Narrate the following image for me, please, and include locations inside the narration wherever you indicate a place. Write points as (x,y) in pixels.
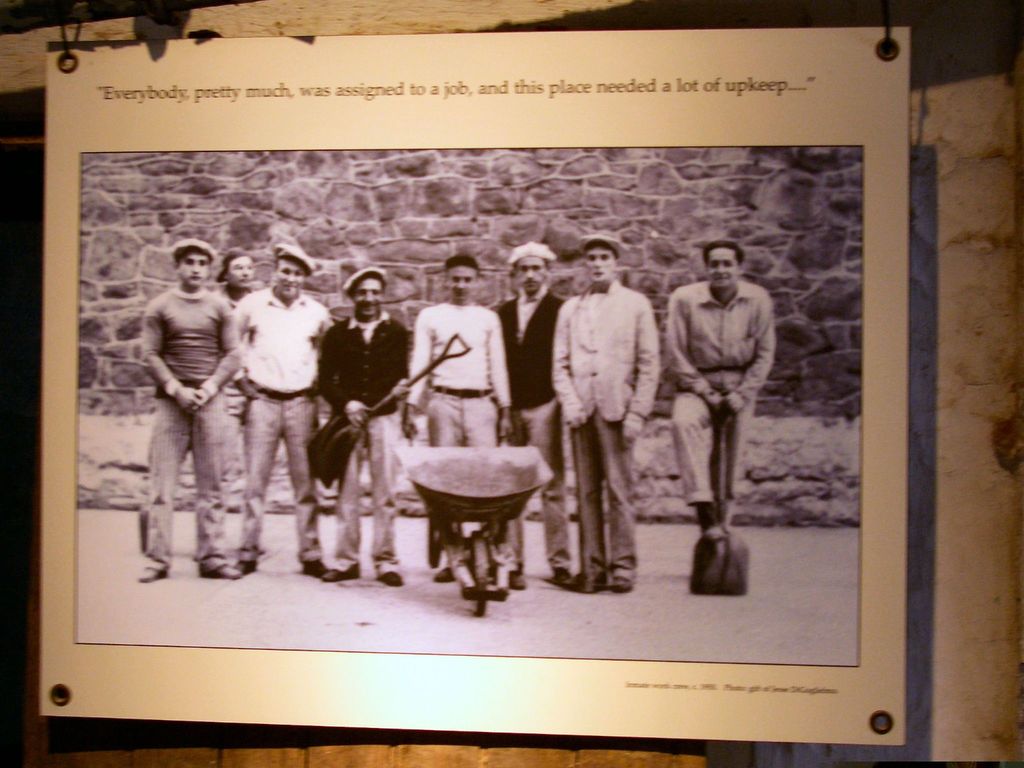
In this image there is a photo (365,479) hanging on the wall (980,100). In this photo (477,422) we can see there are a few people (471,422) standing with a smile, one of them is holding an object (437,366). In front of them there is another object (487,554) placed on the road (458,591). In the background of the photo (625,231) there is a wall (248,242) with rocks (313,232).
